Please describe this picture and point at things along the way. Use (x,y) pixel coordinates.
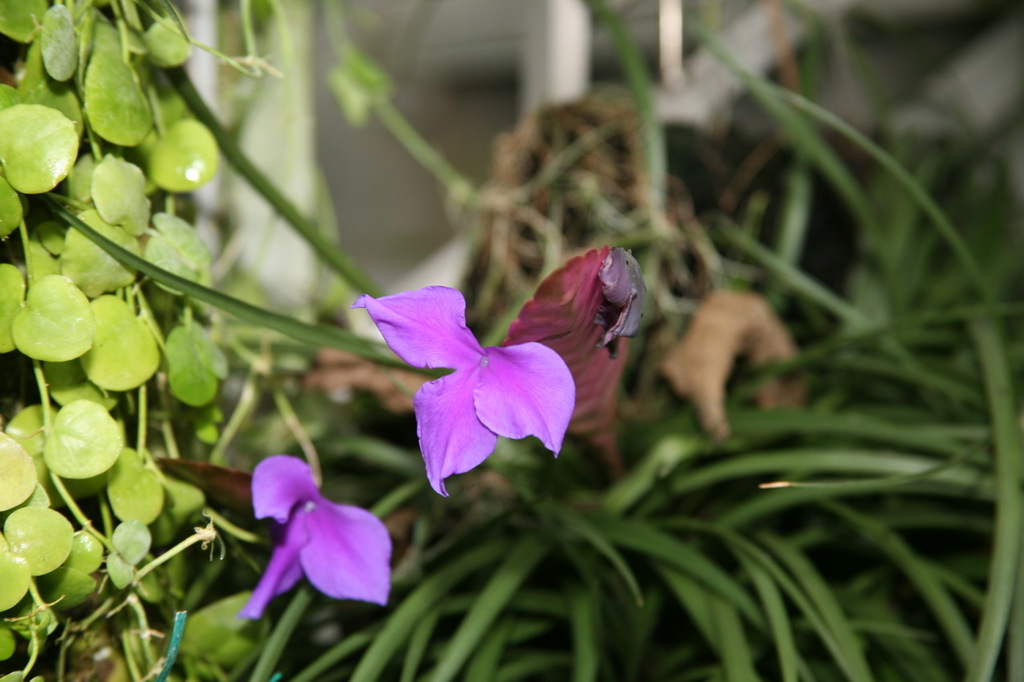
These are the flowers (418,411), which are violet in color. I can see the plants (284,407) with the leaves (103,328).
